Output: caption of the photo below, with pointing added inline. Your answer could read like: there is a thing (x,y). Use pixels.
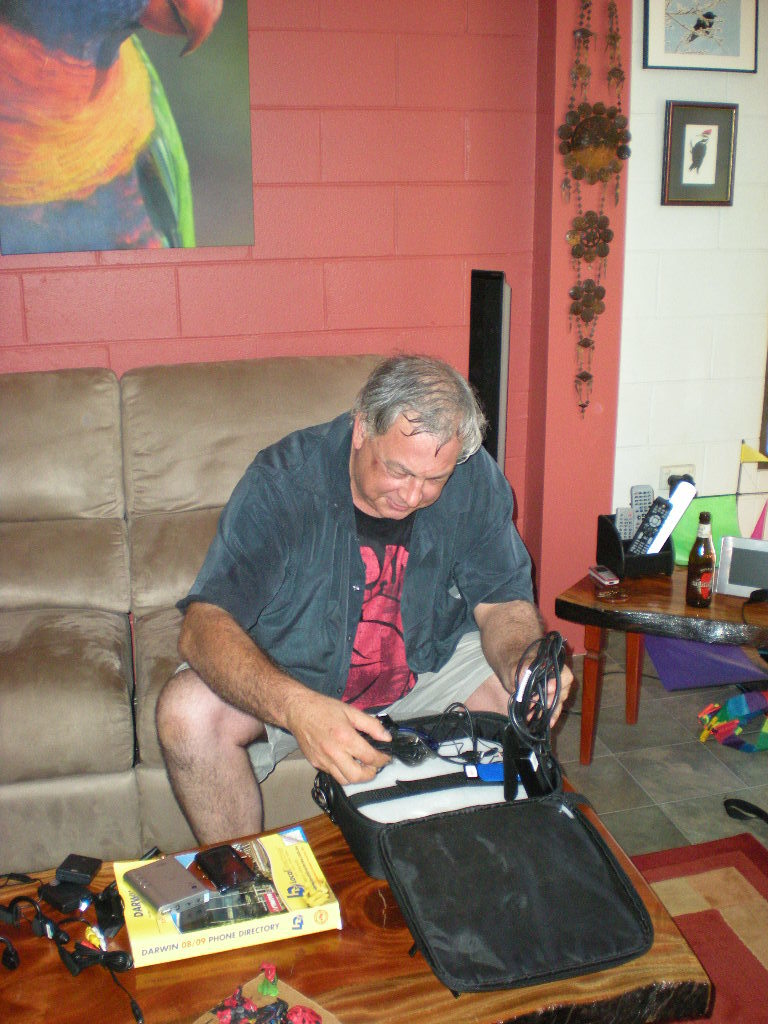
The image is taken inside the room (464,605). In the image there is a man (347,525) sitting on couch (130,531) in front of a table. On table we can see suitcase (461,777), wires (544,709), book (294,926), mobile (211,872) and right side of the image (654,607) we can see a table (659,587). On table (654,617) there is a mobile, remote (651,527), bottle (710,573), wall (725,329) which is in white color, photo frames (683,204). In background (458,145) there wall (383,185) which is in red color and a painting (163,139).
